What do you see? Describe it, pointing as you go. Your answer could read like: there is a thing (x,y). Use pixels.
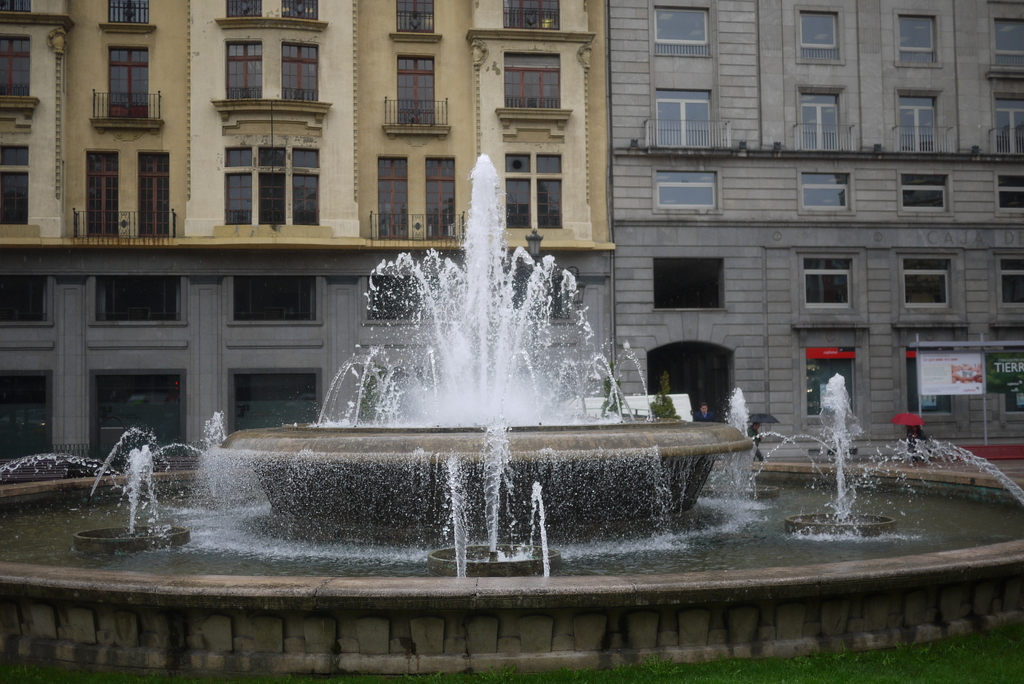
In this picture there is a fountain (444,412) in the foreground (538,541) and there is water (602,514) in the fountain (412,490). At the back (602,255) there is a building (715,243). There are three persons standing behind the fountain (772,486). On the right side of the image (1000,375) there are boards (945,369) on the pole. In the foreground (857,666) there is grass (879,665).
